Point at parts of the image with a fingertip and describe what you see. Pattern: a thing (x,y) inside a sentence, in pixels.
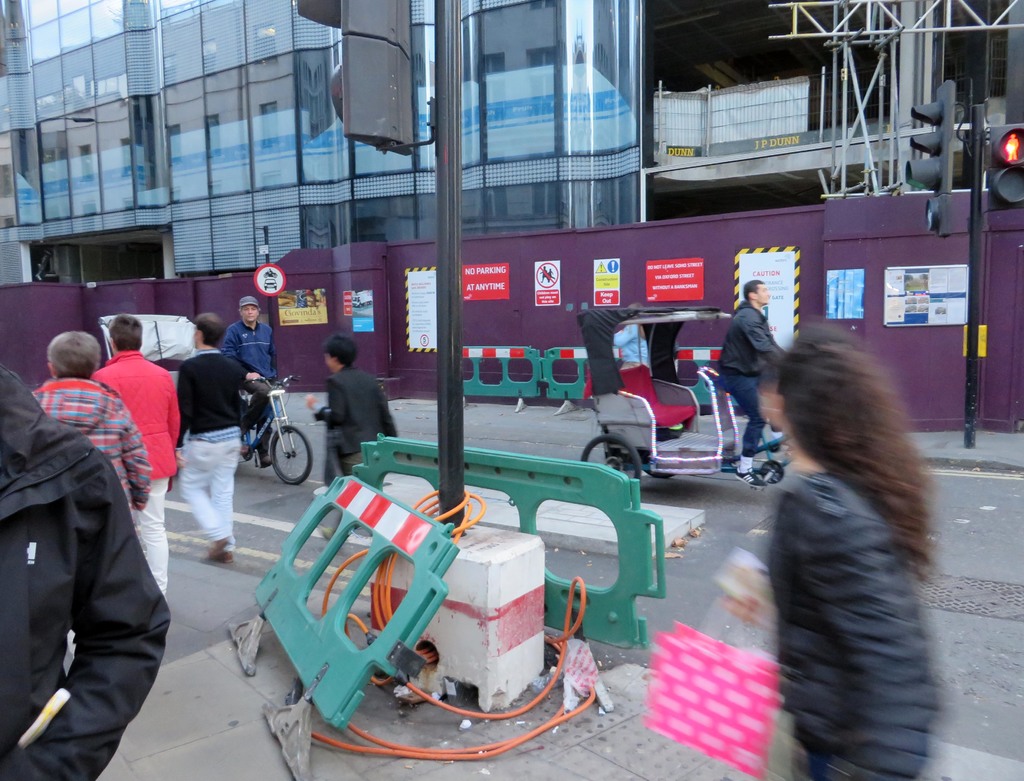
In this image there are people (85,424), carts (681,318), poles (450,411), signal lights (371,130), buildings (343,146), signboards (795,296), posters (918,311), railings (488,353), pipe (419,502), road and objects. A person (858,497) is holding a bag (693,705). A person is sitting on a cart (716,371).
